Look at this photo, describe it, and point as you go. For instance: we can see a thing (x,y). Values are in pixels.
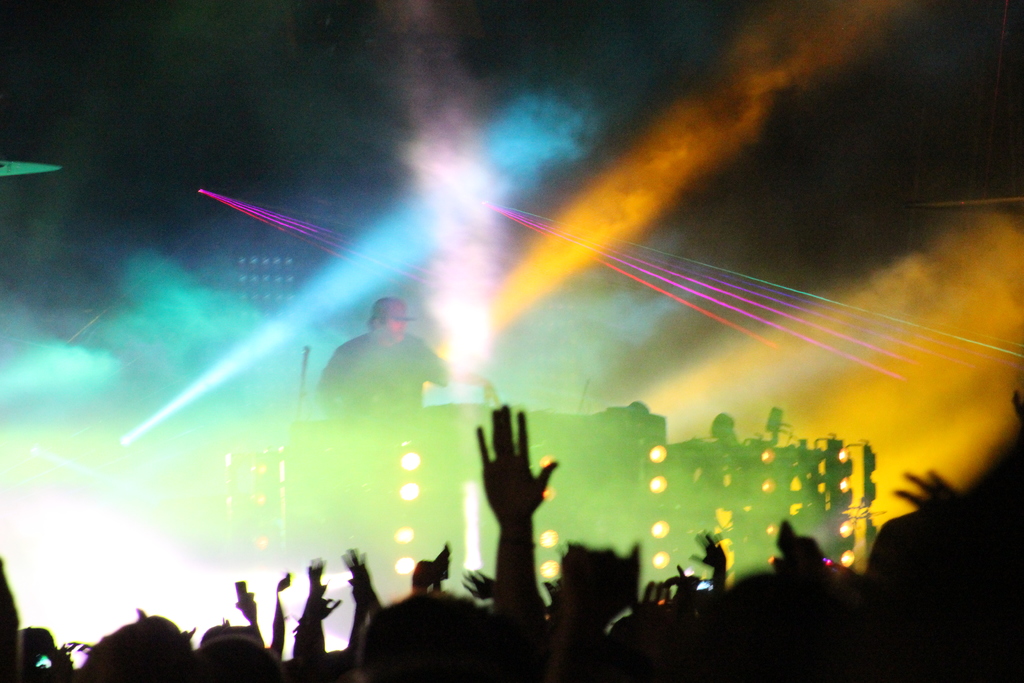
In this image I can see a concert is going on. People (448,644) are present at the front (621,574). There are lights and a person (378,313) is standing on the stage (347,478). There are lights (831,332) and smoke (612,331) at the back (520,331).
